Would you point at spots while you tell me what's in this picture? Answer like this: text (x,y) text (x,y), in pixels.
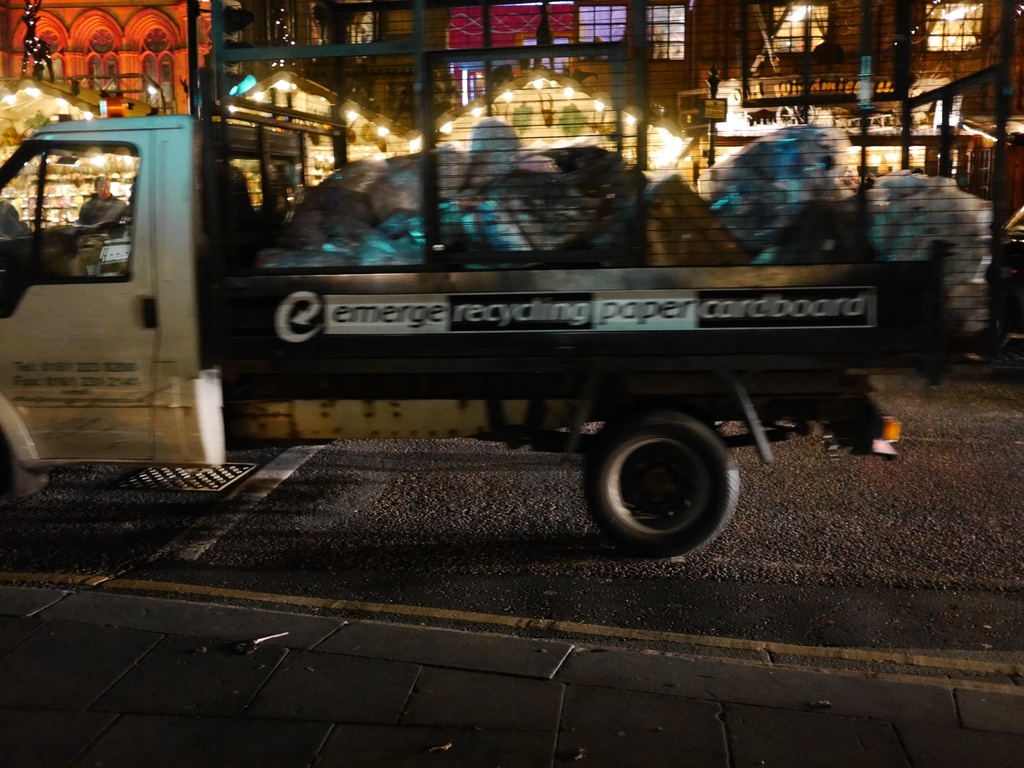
Vehicle (169,282) is on the road (494,534). Background (526,94) there are buildings (853,122) and lights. Inside this vehicle (136,135) there are things (597,230).
